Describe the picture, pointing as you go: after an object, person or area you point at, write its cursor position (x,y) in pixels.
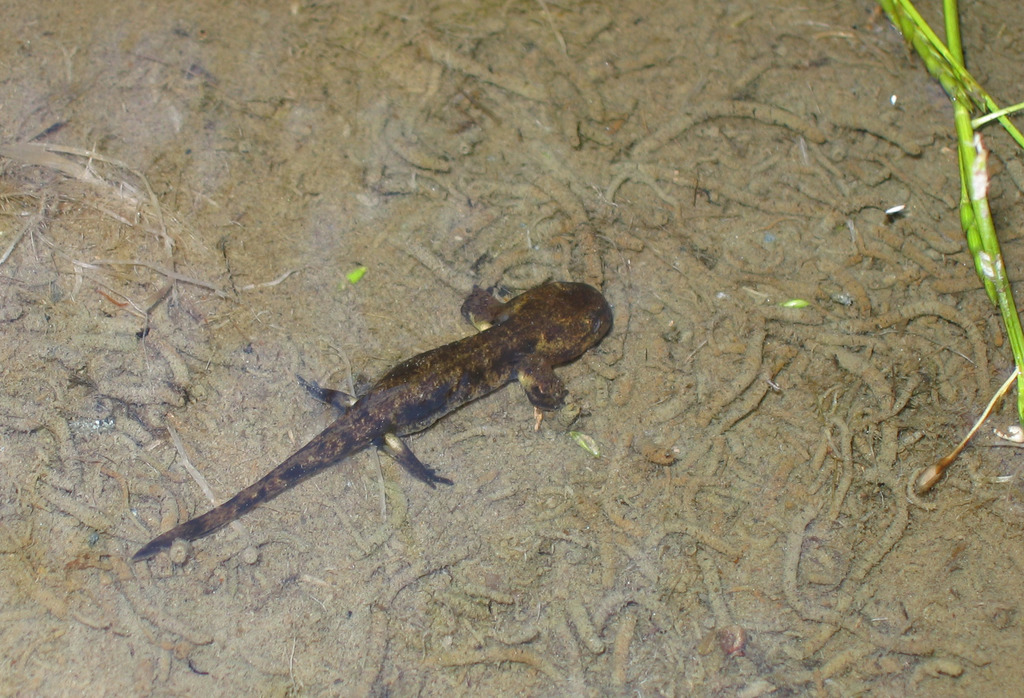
In this picture we can see a salamander (546,299) in the water (343,343).
